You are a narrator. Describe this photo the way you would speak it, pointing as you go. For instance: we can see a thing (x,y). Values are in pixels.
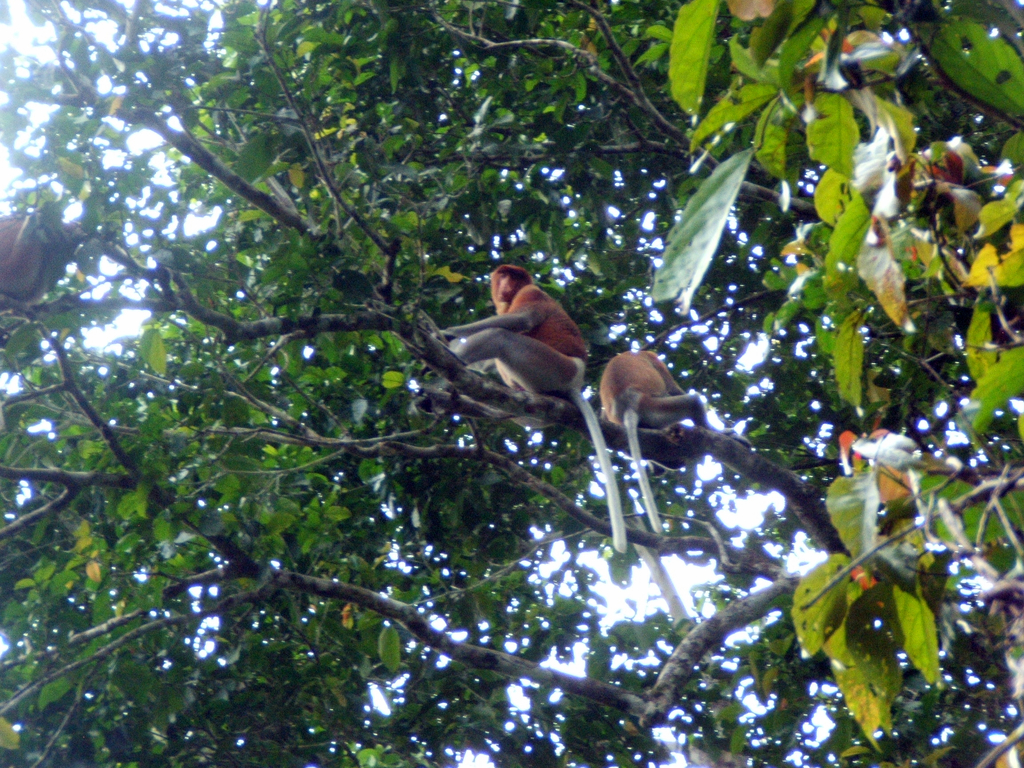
The tree (413,202) is highlighted in this picture. On a tree (810,230) there are 2 monkeys (575,349) sitting. This tree (588,357) is in green color. Sky (155,137) is in white color.
